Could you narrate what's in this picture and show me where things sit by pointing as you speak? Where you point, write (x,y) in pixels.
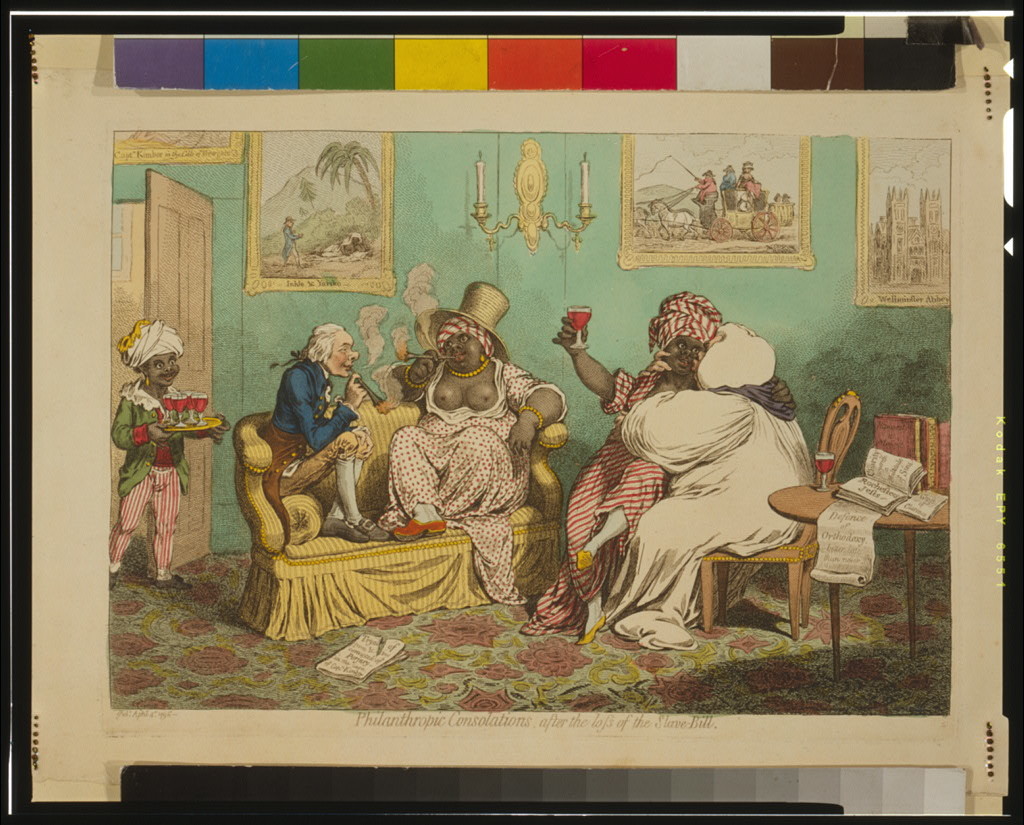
This image is a painting. In the center of the image (473,460) we can see a persons (431,465) sitting on the sofa (375,506). On the right side of the image (705,469) we can see two person (652,494) sitting on the chairs (808,530), table (900,520), books (931,449), photo frames (772,226). On the left side of the image (156,461) there is a person (151,491) coming from the door (187,463). In the background (242,339) there is a wall (595,239) and candles (478,206).
